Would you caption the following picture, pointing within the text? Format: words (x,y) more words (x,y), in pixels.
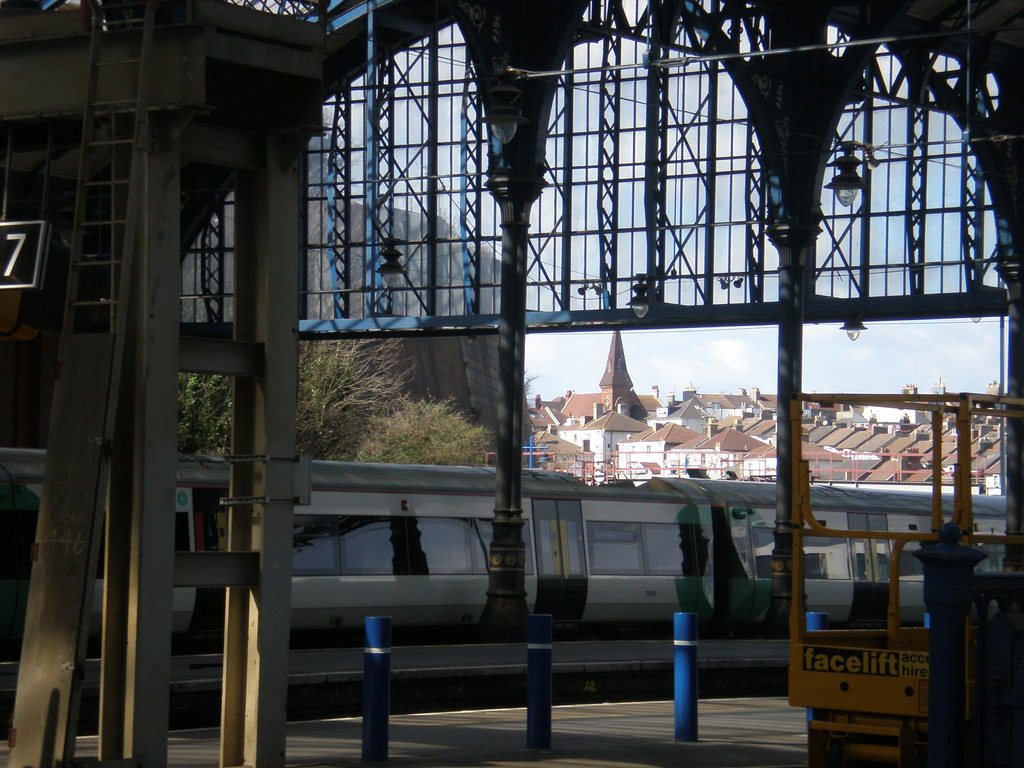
In this picture in the center (550,504) there is one train (600,512) and on the top of the image (633,198) there is one bridge (616,320), and in the foreground (972,666) there are some wooden sticks (215,363), ladder (76,275) and some iron rods (956,648). And in the background (572,392) there are some houses (668,409) and trees (360,388).
